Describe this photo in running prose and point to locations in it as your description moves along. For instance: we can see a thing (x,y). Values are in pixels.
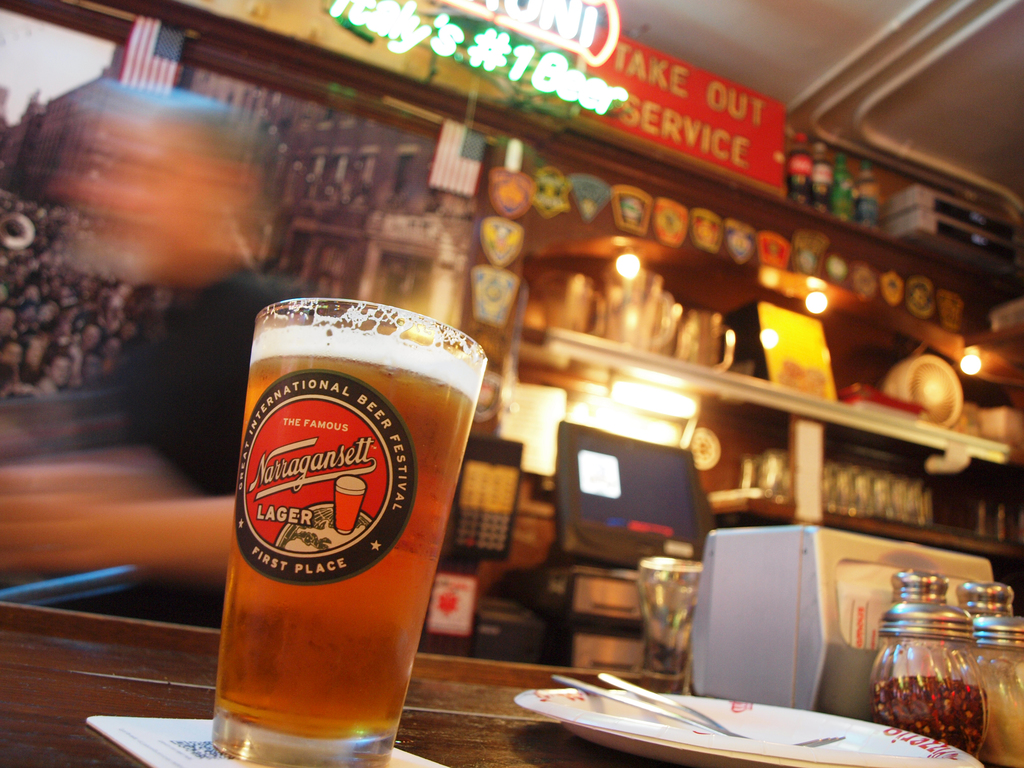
In the picture we can see a glass (368,550) with the label (265,509) on it and a drink (368,592) in it, we can see a plate (846,723), fork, jars (984,696) and tissue box (841,664) are placed on the wooden table (208,704). The background of the image (0,486) is slightly blurred, where we can see some objects (608,308), LED board (555,12), bottles (816,186) and a person (123,388) who is completely blurred.
